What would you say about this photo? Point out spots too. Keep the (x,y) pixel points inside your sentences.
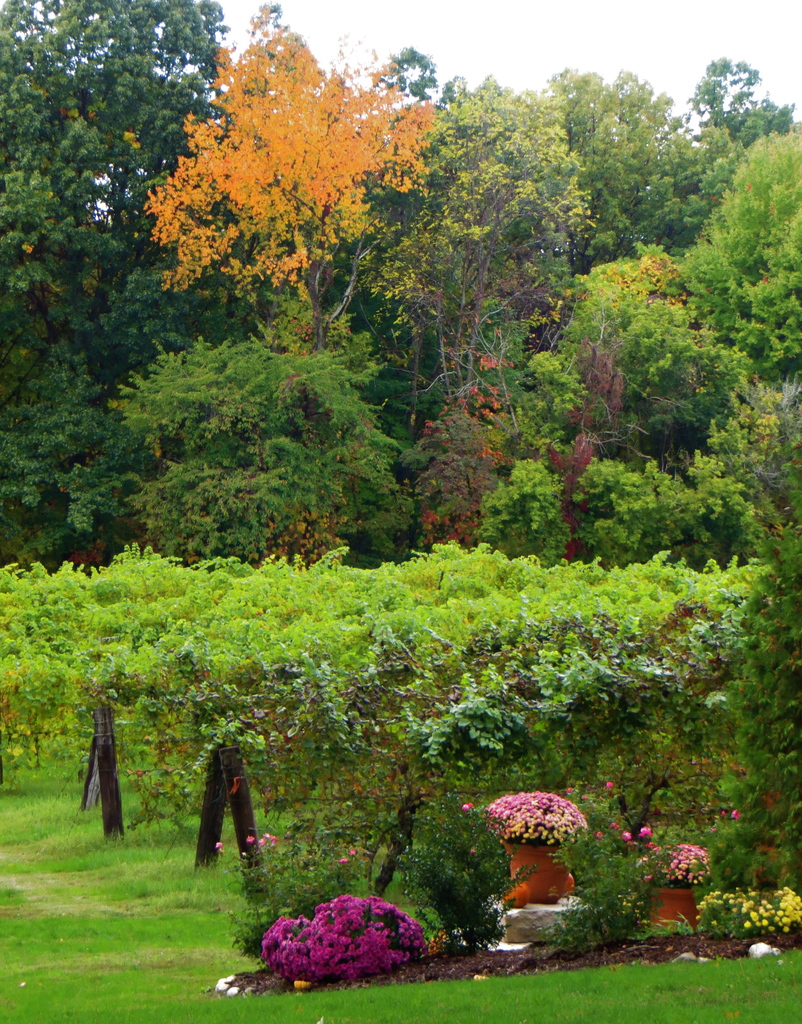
In this picture we can see plants (290,964), flowers (290,964), grass (109,981), pots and trees (518,322). In the background of the image (610,61) we can see the sky (616,53).
